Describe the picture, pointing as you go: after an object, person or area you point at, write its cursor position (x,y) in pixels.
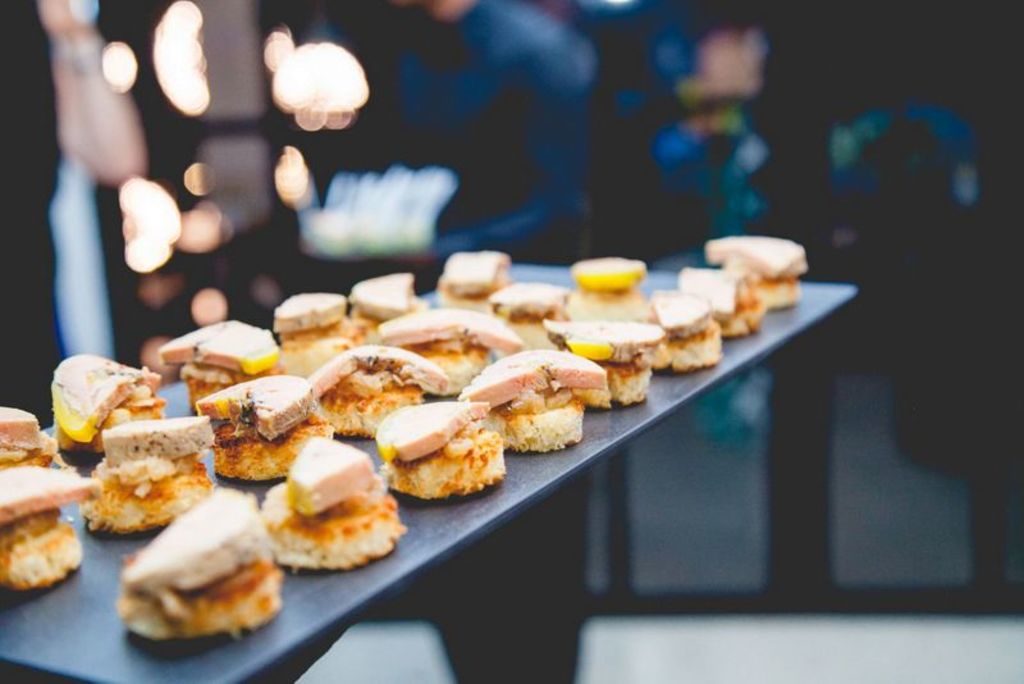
In this image there is a person's (437,243) standing, there is a table (269,489) towards the bottom of the image (200,553), there is food (188,572) on the table (482,527), there is a glass wall (752,512), there are lights (276,168), the background of the image (221,173) is blurred.
